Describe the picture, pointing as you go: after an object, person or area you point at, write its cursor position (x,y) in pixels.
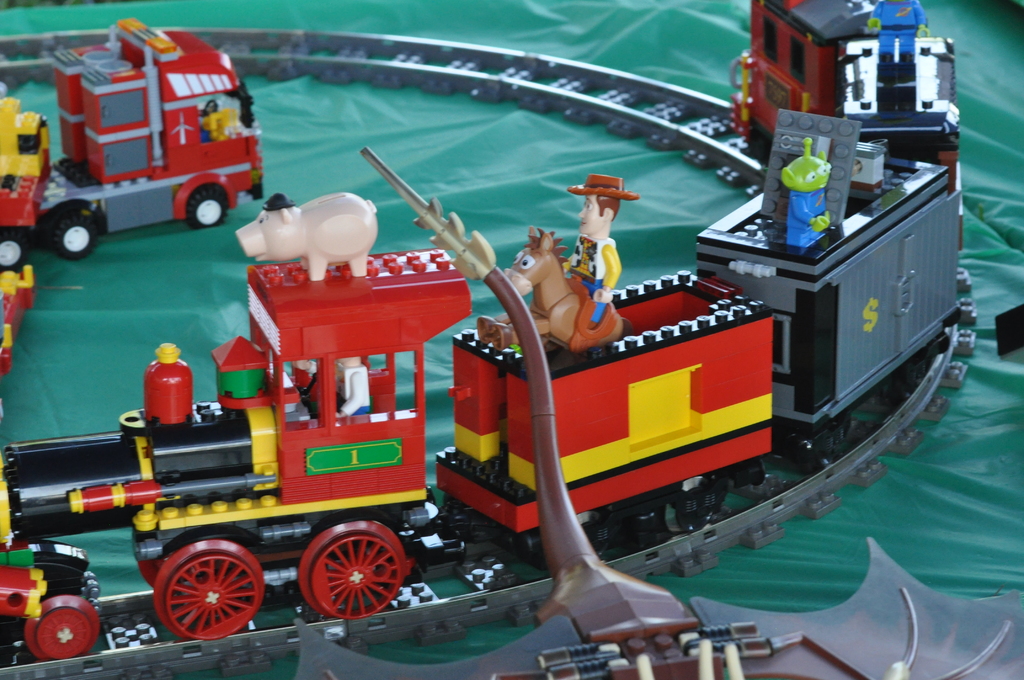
On this green surface (39,95) we can see a toy train (886,285) on track (727,507). On this toy train (955,160) there are toys (811,205).
